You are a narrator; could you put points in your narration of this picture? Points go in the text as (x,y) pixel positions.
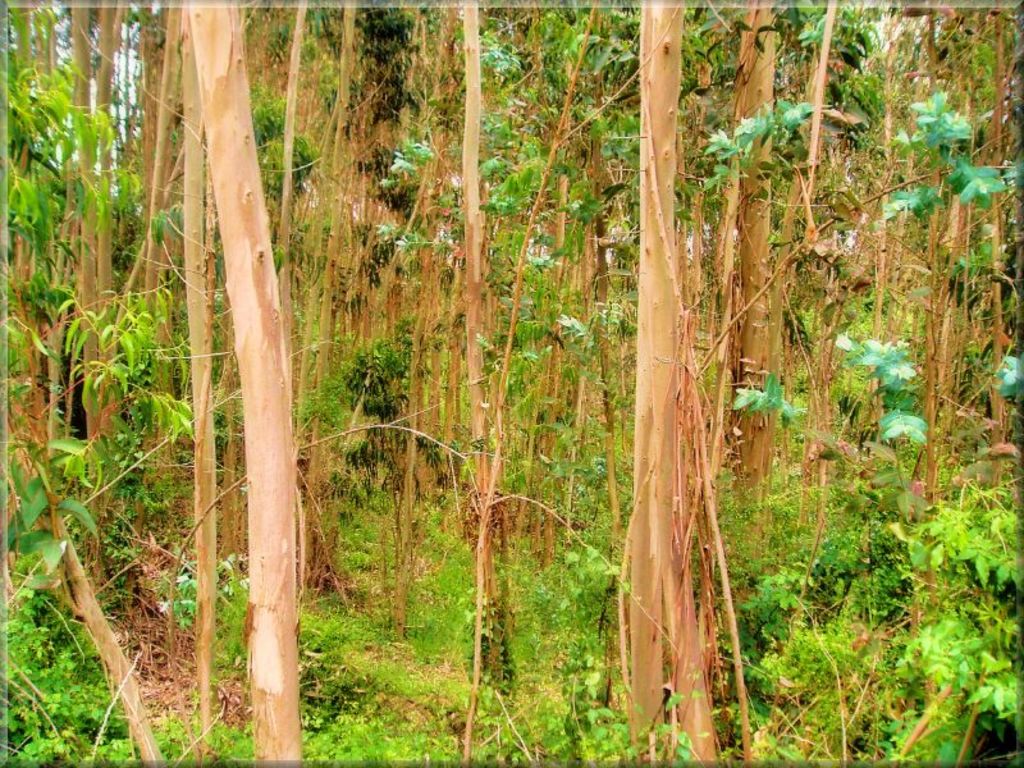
The picture consists of trees (24,127) and plants (466,682).
